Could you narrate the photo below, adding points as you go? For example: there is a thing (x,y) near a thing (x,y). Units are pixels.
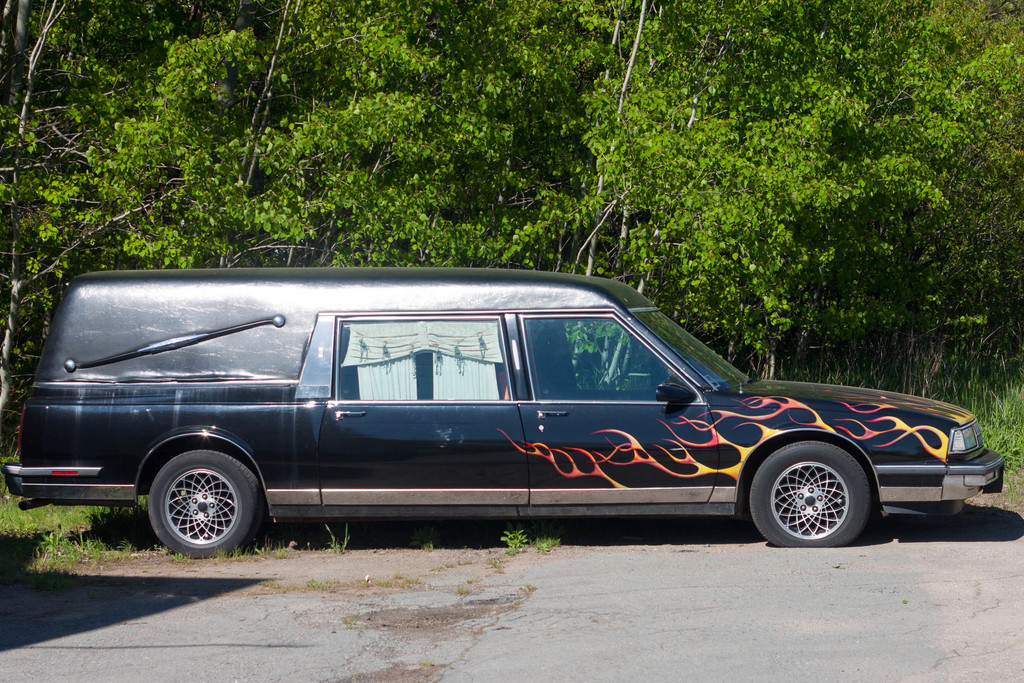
In this image I can see the vehicle (186,307) in black color. In the background (506,39) I can see few trees (380,193) in green color.
